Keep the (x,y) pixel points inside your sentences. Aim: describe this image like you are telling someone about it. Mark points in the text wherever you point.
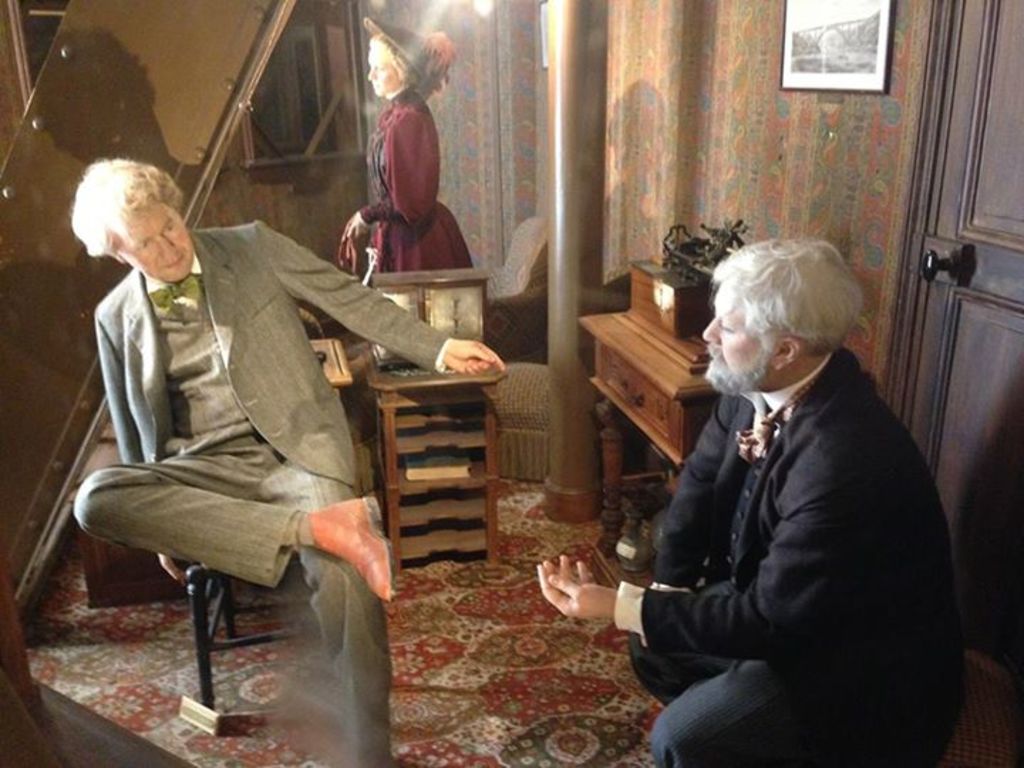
There are statues (787,570) of two men (345,501) and a woman (405,182) in the middle of this image (342,482), and there is a wall (616,213) in the background (782,177). There is a photo frame (822,69) attached to the wall (691,16). There is a door (987,420) on the right side of this image (970,423). There is a carpet (459,664) on the floor (459,664) at the bottom of this image (468,664).
